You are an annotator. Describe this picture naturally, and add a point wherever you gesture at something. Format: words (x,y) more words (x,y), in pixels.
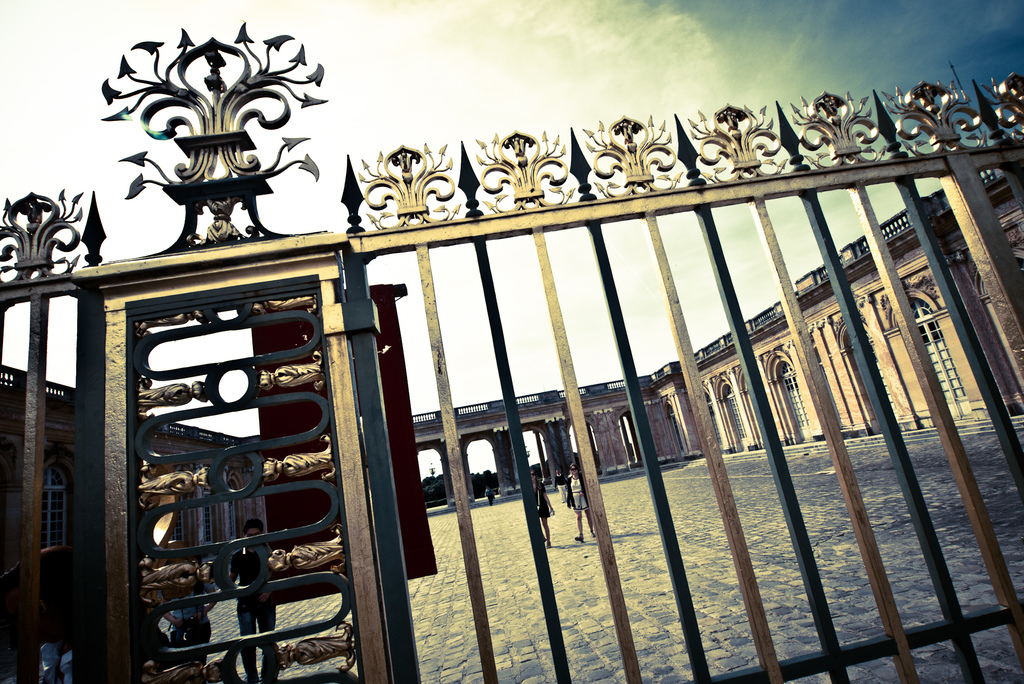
Here we can see a fence (989,385). Sky (530,102) is cloudy. Backside of this fence (676,549) we can see wall (773,395), windows (65,522), doors (65,522) and people (578,506). This is building (786,338).
